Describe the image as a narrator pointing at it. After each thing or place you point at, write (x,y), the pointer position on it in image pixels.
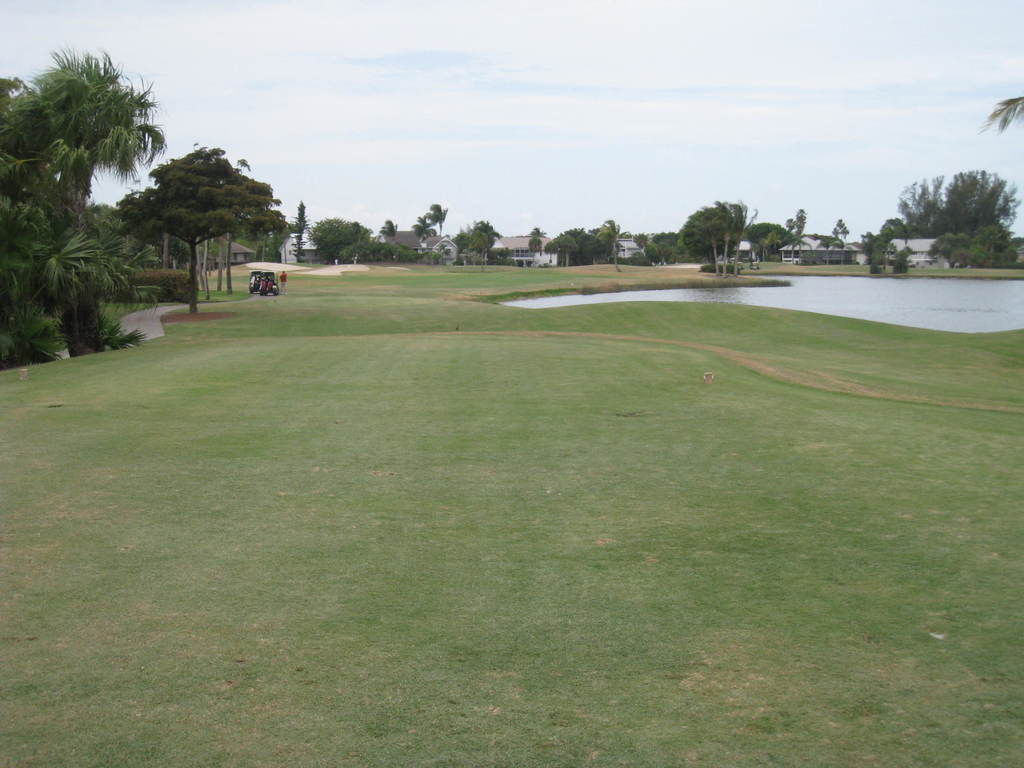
In the image we can see grass (514,485), water (924,307), trees (674,248), buildings (552,257) and a sky (550,128). We can see there is a person (286,281) standing and there is even a vehicle (254,277).
